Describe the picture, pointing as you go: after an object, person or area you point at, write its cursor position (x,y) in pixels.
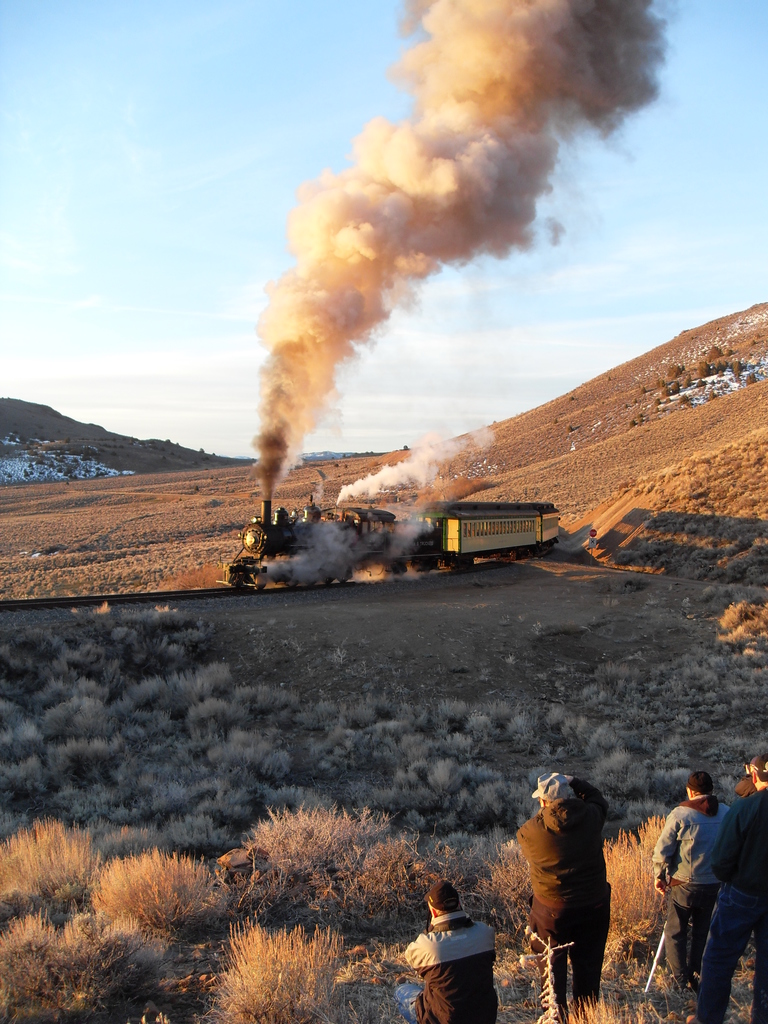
In this image we can see a few people (745,846) and there is a train (346,562) on the railway track (203,593) and we can see grass (762,583) on the ground (583,607). We can see the mountains (458,466) in the background (746,374) and at the top (130,188) we can see the sky (578,157).
